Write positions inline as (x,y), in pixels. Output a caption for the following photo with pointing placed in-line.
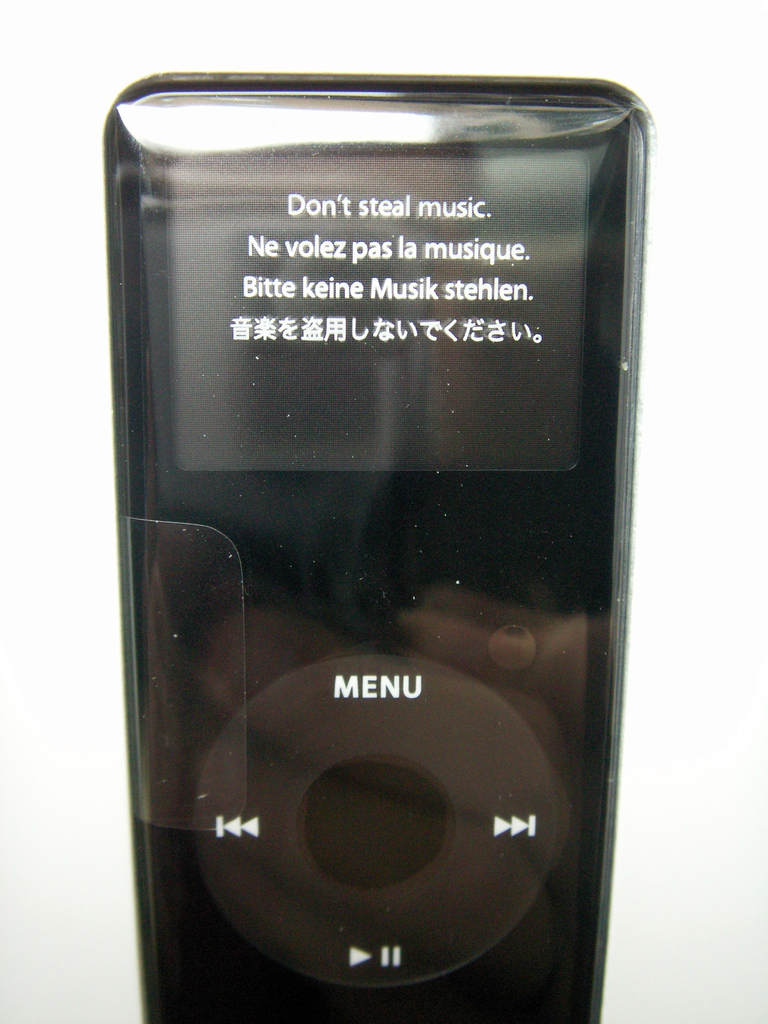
In this image in the center (421,595) there is one music player (356,594), on the music player (350,244) there is some text (399,328) and in the background (669,812) there is a wall (80,125).
